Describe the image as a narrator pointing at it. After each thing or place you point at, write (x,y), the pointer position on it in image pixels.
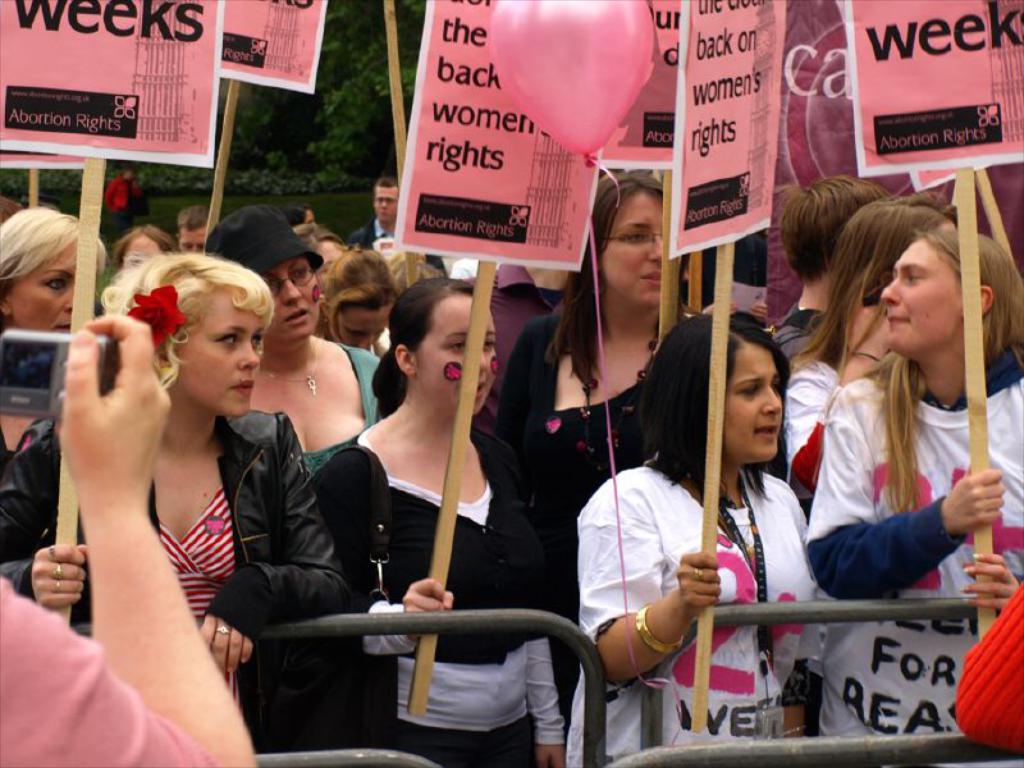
In this image we can see group of persons (842,529) standing. One women (596,513) wearing white shirt (653,508) is holding a stick (711,524) on which a board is placed. One women (289,544) wearing black coat (226,455) is standing in front of a metal railing (728,762). In the foreground (126,678) we can see a person (144,543) holding camera (12,361) in his hand (122,392). In the background (351,107), we can see group of trees (280,161).
